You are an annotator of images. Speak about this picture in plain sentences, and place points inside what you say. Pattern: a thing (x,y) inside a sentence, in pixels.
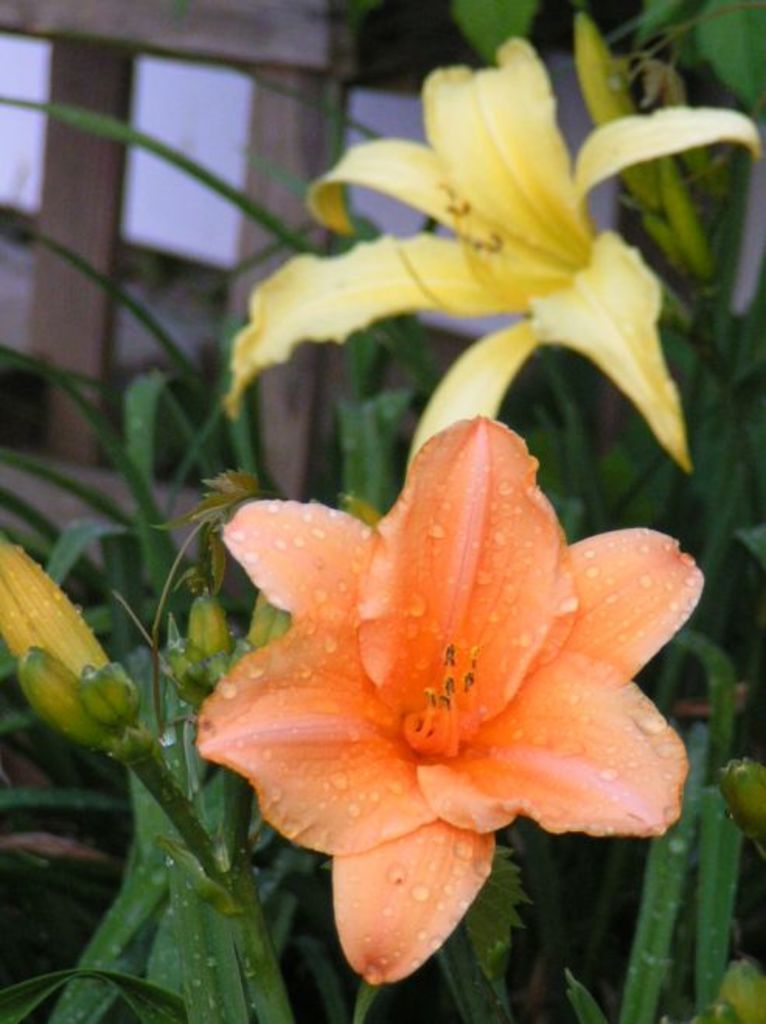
In this picture there is a yellow and orange flower (372,560). Behind we can see the fencing board (76,79).
